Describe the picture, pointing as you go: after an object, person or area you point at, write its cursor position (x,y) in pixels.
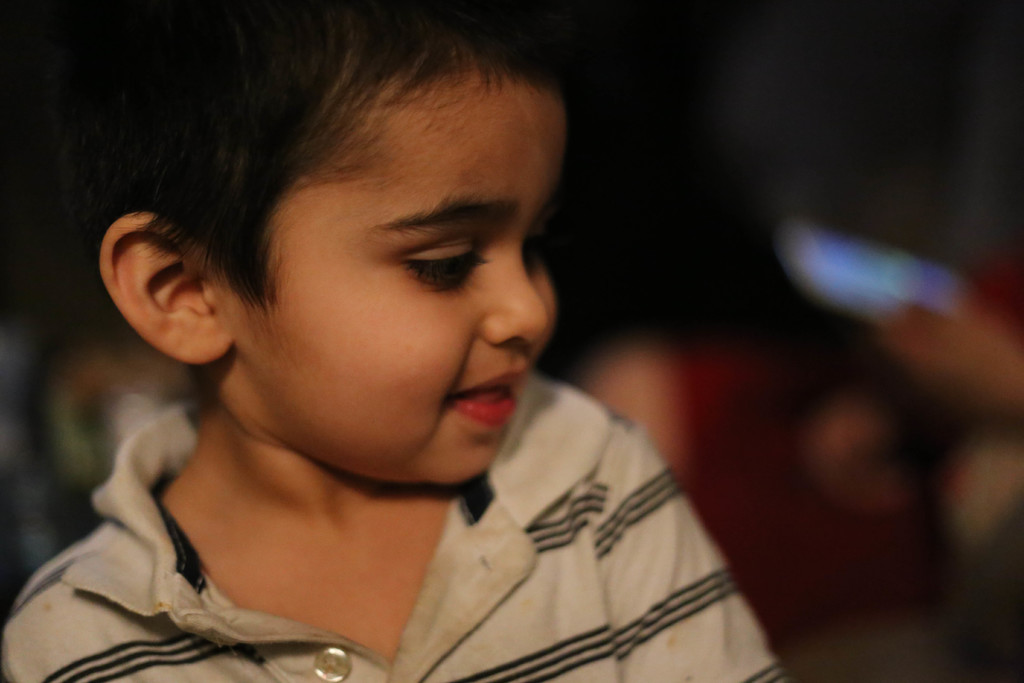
In this image we can see a child (356,554) and in the background (845,177) the image is blurred.
